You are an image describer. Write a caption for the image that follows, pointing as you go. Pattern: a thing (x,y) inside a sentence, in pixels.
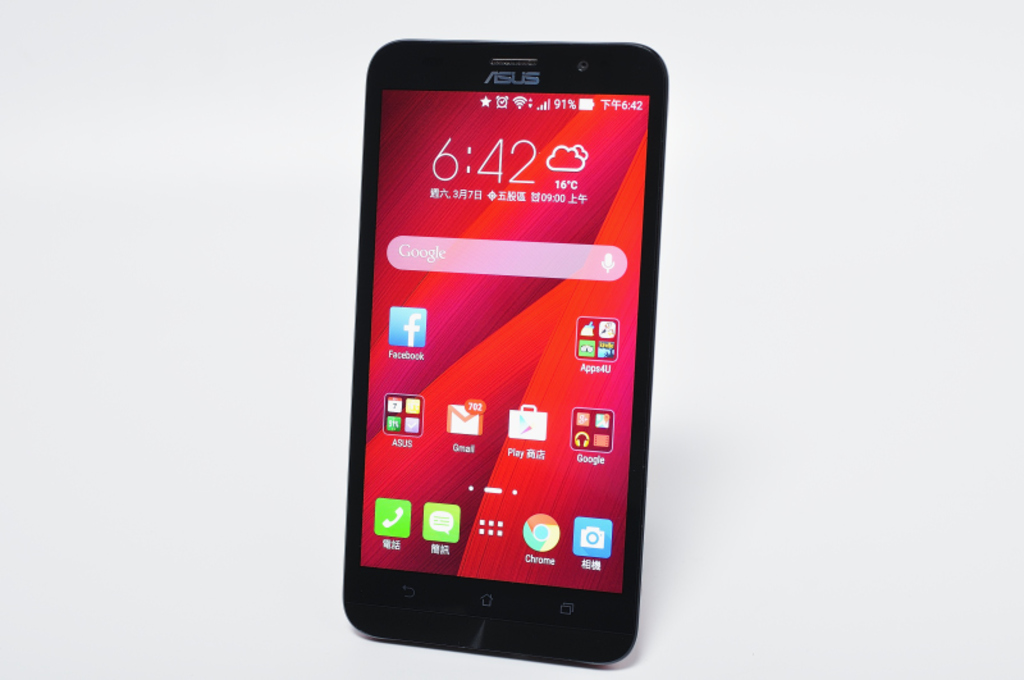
This is a picture of a mobile (578,270), where there are numbers (564,110), icons (452,522), folders (416,431), words (594,371) on the screen (449,440).
